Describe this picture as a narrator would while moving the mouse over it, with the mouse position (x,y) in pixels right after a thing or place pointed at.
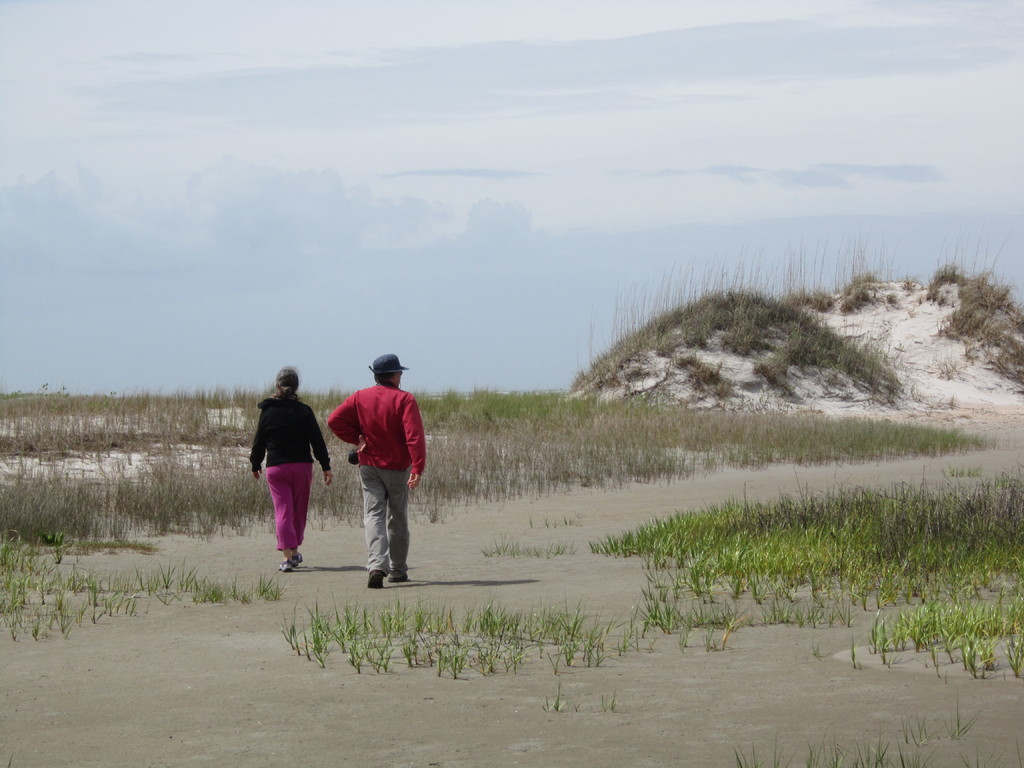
In the foreground of this image (372,471), there is a man (364,505) and a woman (307,481) walking on the sand (506,532). We can also see the grass (576,460) on either side to the path (768,480). In the background (806,321), there is grass (717,307), and, sky (850,180) and the cloud (601,78).
